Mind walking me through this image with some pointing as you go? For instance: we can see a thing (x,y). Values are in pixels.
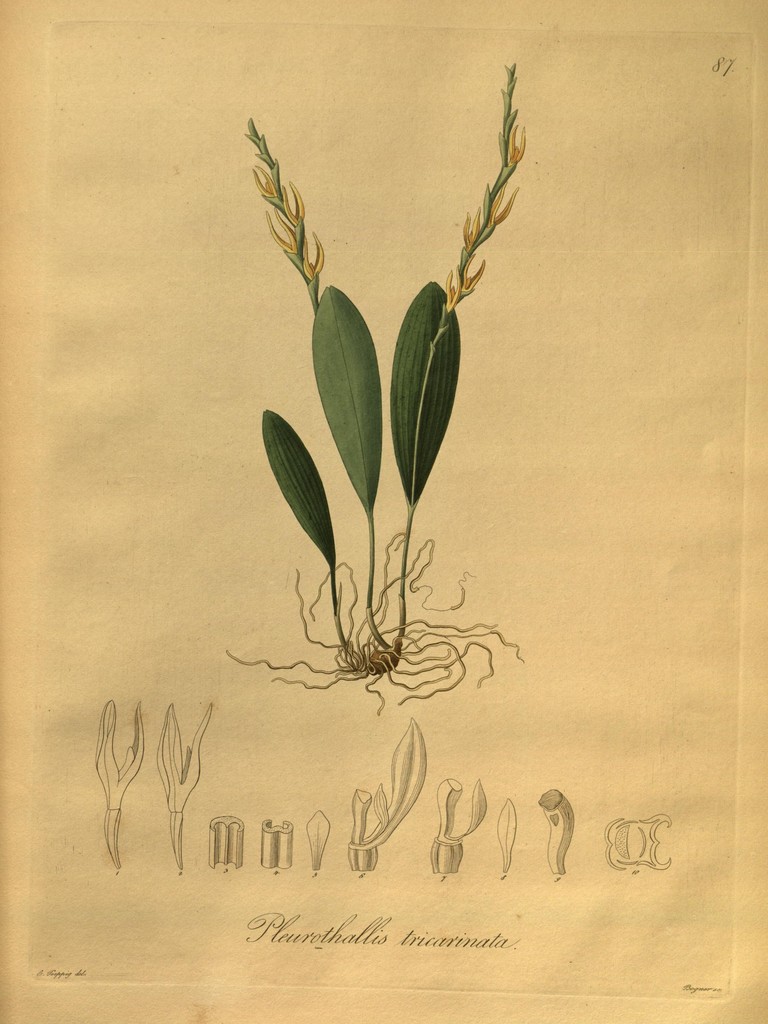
In this picture we see a paper (351,953) on which drawings (425,330) of leaves (306,471), roots (337,670) and plants (463,285) are there with some text (324,922) at the bottom (519,945).
